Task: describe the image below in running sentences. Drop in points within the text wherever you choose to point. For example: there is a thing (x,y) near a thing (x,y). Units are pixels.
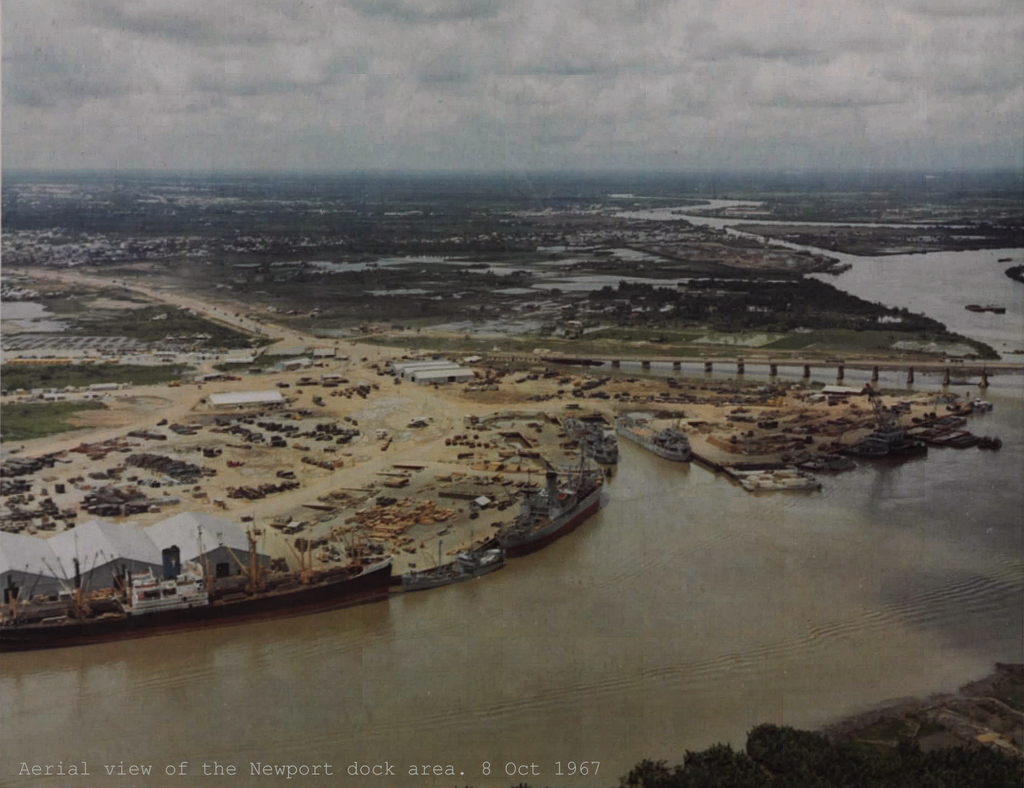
In this image at the bottom (36,761) there is text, and in the center of the image (415,481) there are some buildings (126,565), trees (975,229), poles (249,578), sand (539,395). On the right side (714,358) there is a bridge (511,358), and there is water (938,468). At the top of the image (436,124) there is sky (352,121).
